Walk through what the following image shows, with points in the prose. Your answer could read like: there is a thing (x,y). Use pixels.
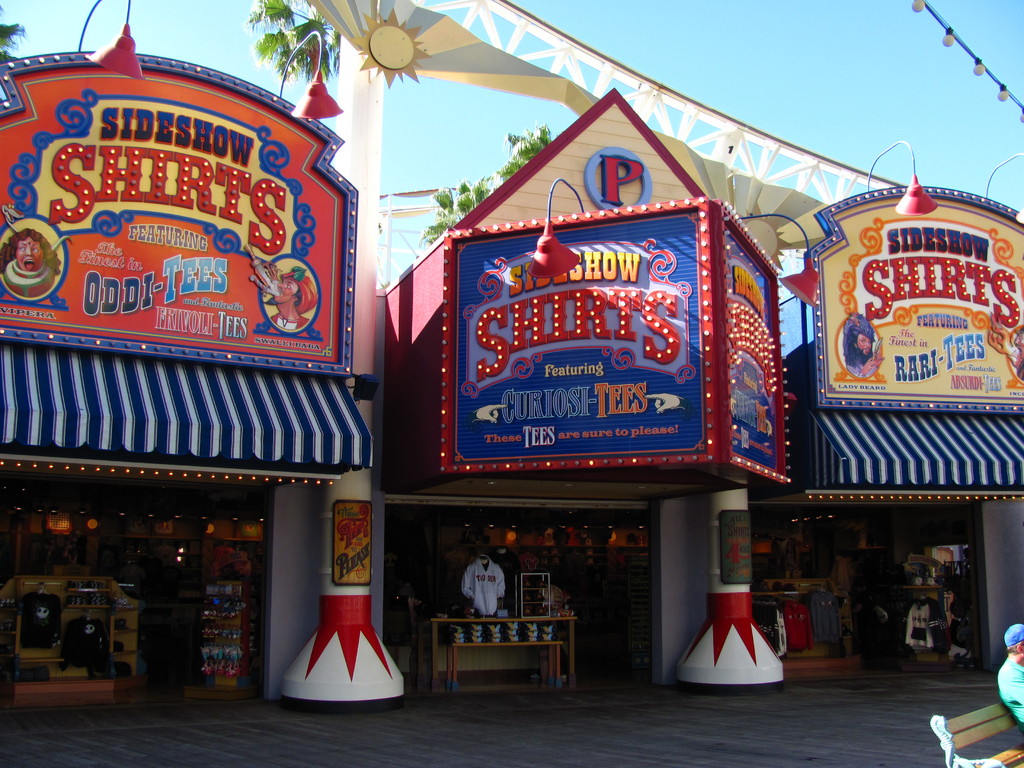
In this picture I can observe stalls (435,534) in the middle of the picture (502,382). I can observe text (522,333) in the boards (707,355). In the background (482,144) I can observe trees (537,142) and sky (814,61).
